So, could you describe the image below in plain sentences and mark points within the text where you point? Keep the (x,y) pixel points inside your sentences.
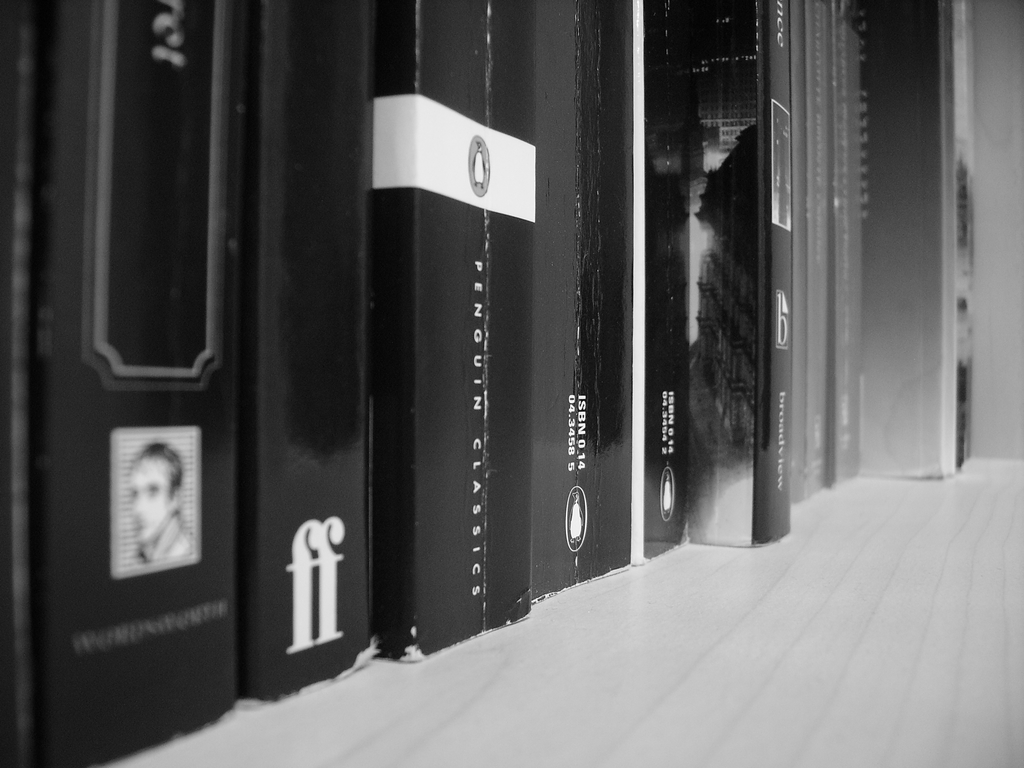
In this black and white image, we can see some books (748,343) in order.
